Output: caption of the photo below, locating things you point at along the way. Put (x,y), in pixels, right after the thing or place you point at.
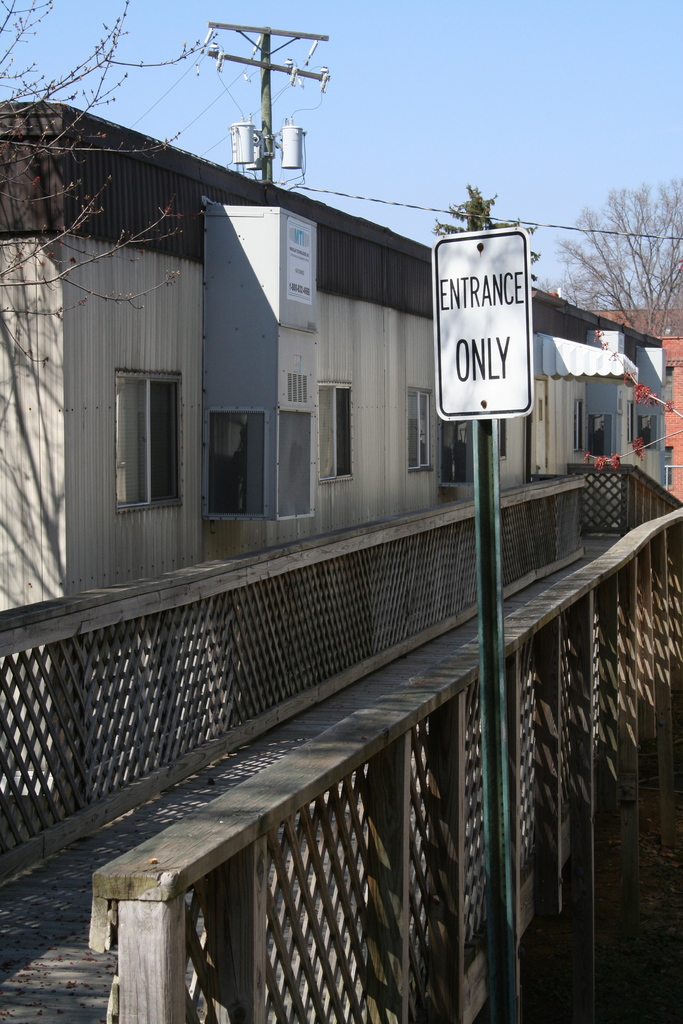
In this image there is a wooden bridge (308,748) in the middle (284,578). Beside the bridge (305,780) there is a building (107,463) with the windows (144,501). Above the building (107,416) there is an electric pole (264,130) to which there are transformers (246,129). On the right side (485,576) beside the bridge (467,592) there is a pole (483,508) with a board (483,351) on it. In the background (629,260) there are buildings (663,312) and trees (634,231). At the top (546,80) there is sky (522,62).
